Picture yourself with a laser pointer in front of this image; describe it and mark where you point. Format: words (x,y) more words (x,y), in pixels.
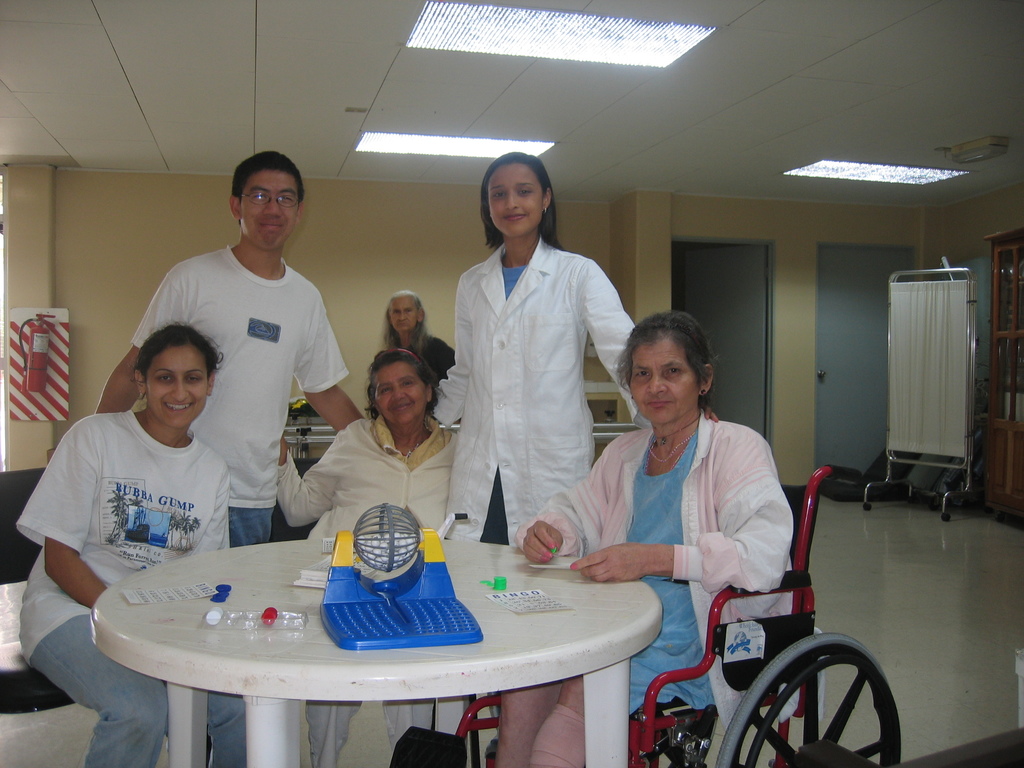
As we can see in the image there is yellow color wall (351,243), a cloth (898,311), few people (200,434) sitting and standing over here and there is a table (312,606) in the front (290,685). On table (515,623) there is a tablet sheet (517,595).
